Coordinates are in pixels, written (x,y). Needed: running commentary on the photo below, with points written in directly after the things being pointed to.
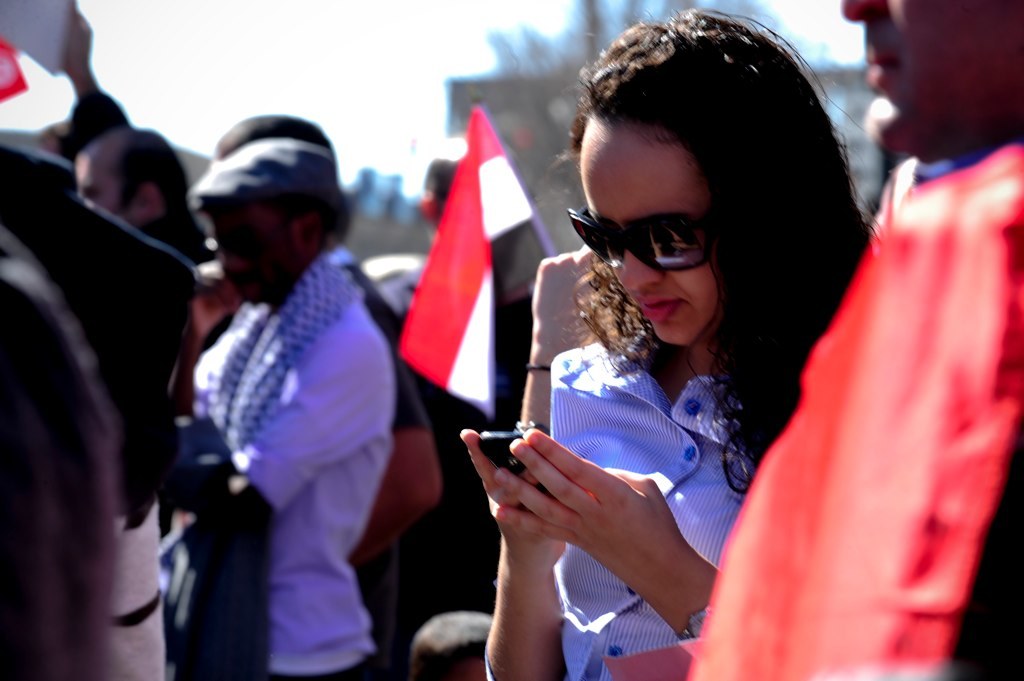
In this image there are some persons (267,174) standing in middle of this image (595,390). There is a cloth (897,530) in red color which is right side of this image (858,494). and there is one women (622,427) standing and holding a mobile phone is at right side of this image (703,328) and wearing goggles (667,245). there is a flag (485,301) in middle of this image (478,361), there is one person (339,377) standing at left side (337,352) to this flag (427,320) is wearing a cap (284,154), and there is one man (95,447) standing at left side of this image (107,398).
